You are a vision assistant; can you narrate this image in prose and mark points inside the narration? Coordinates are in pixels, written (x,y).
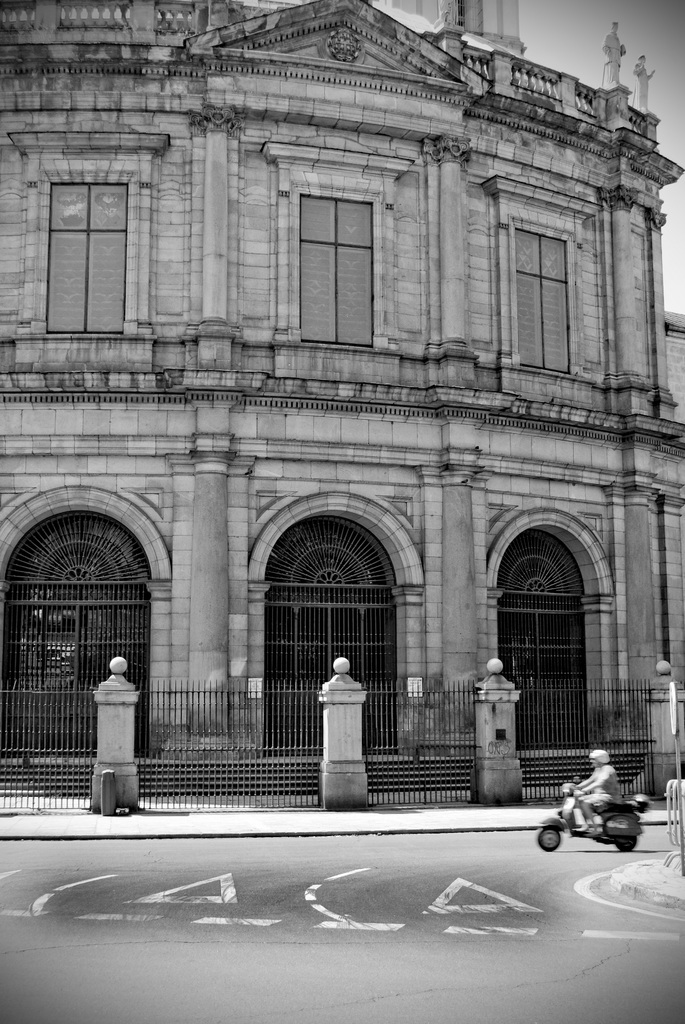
In this picture I can see a building (253,464), fence (348,728) and a person (593,773) is sitting on the vehicle (584,835). On the right side (646,27) i can see some objects (683,805) and sky (646,27). This picture is black and white in color.
